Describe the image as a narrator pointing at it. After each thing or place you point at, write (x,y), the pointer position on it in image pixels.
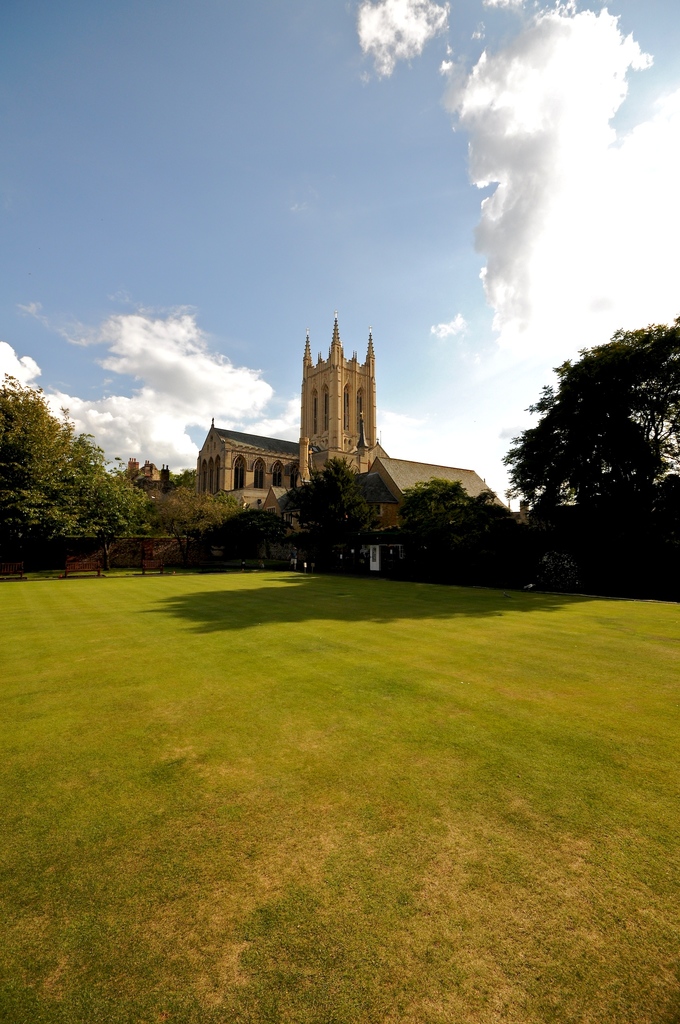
In the center of the image (415,498) we can see the sky (434,106), clouds (512,328), trees (596,472), grass (247,780), one building (394,504) and fence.
